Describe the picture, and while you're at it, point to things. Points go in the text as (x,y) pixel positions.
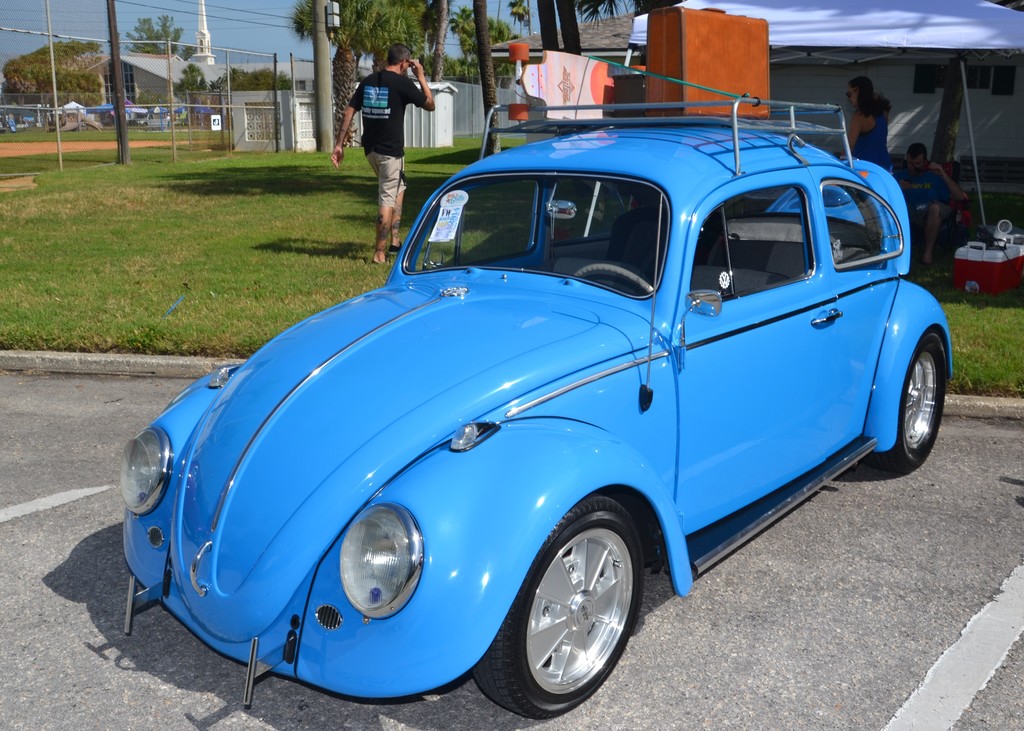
In this picture we can see a suitcase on a car (569,631). There is a person (399,101) standing in the grass (331,192). We can see a man (937,198) sitting on a chair (943,238). We can see a woman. There is a cooler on the right side (966,251). We can see a tent (839,15). There is some fencing (234,58) on the left side (74,98). We can see some buildings (132,91) and trees (297,10) in the background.
